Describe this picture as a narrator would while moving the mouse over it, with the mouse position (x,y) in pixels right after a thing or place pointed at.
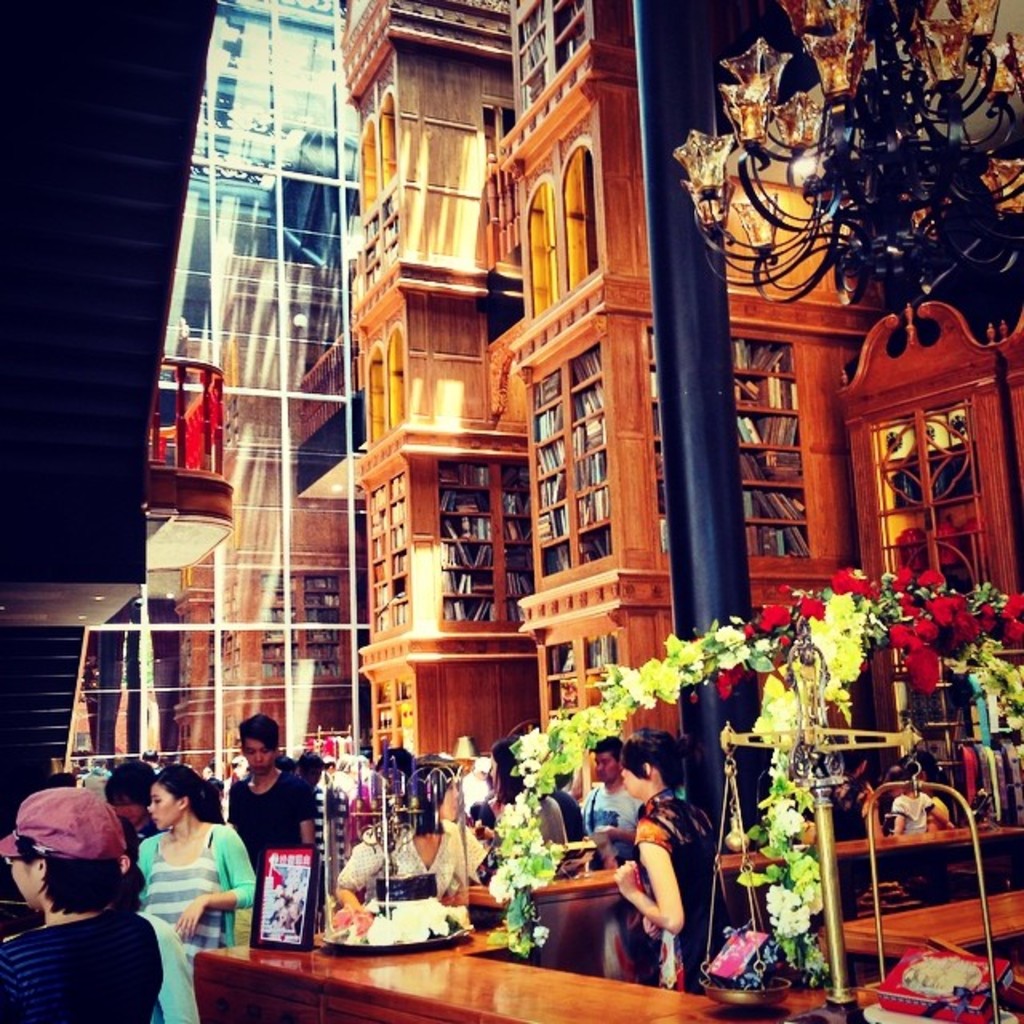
Here we can see group of people (30,846) standing and here we can see a table (623,1020) present, there are flowers (629,695) present near that and there is chandelier (910,251) present at the top right (856,215) and behind them we can see buildings (193,666) in the structure of book racks (474,580).
